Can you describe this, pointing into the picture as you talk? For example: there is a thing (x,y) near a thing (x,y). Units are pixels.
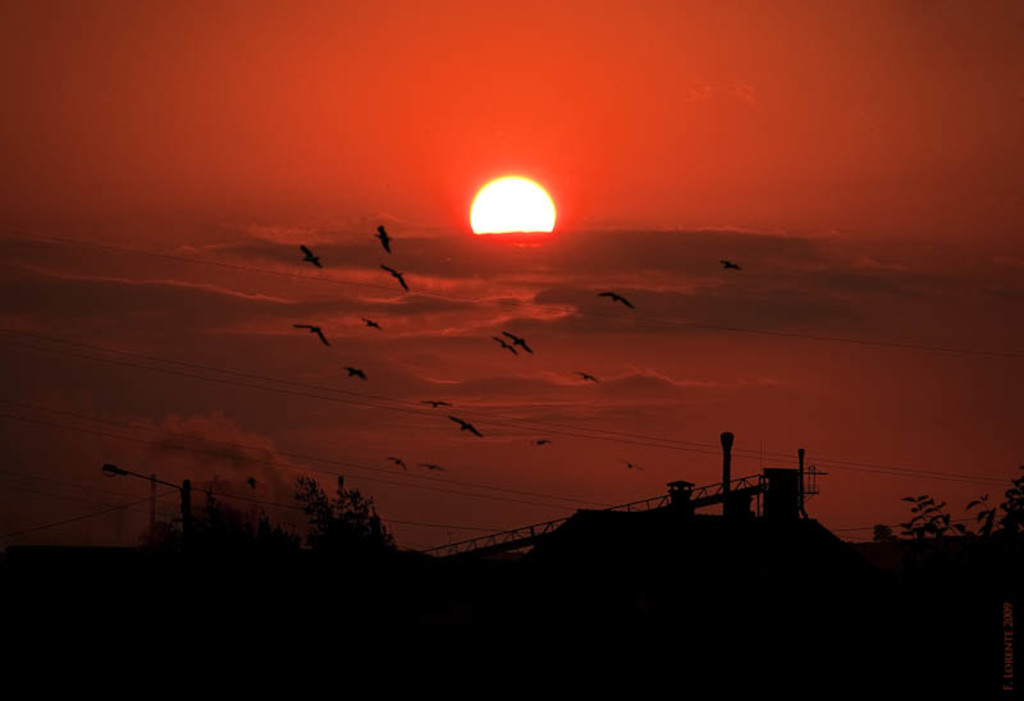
There is a beautiful view of a sunset (473,246) and birds (316,257) are flying in the sky (508,412), there are few trees (217,533) and some poles (149,478) in between the trees (929,516).
